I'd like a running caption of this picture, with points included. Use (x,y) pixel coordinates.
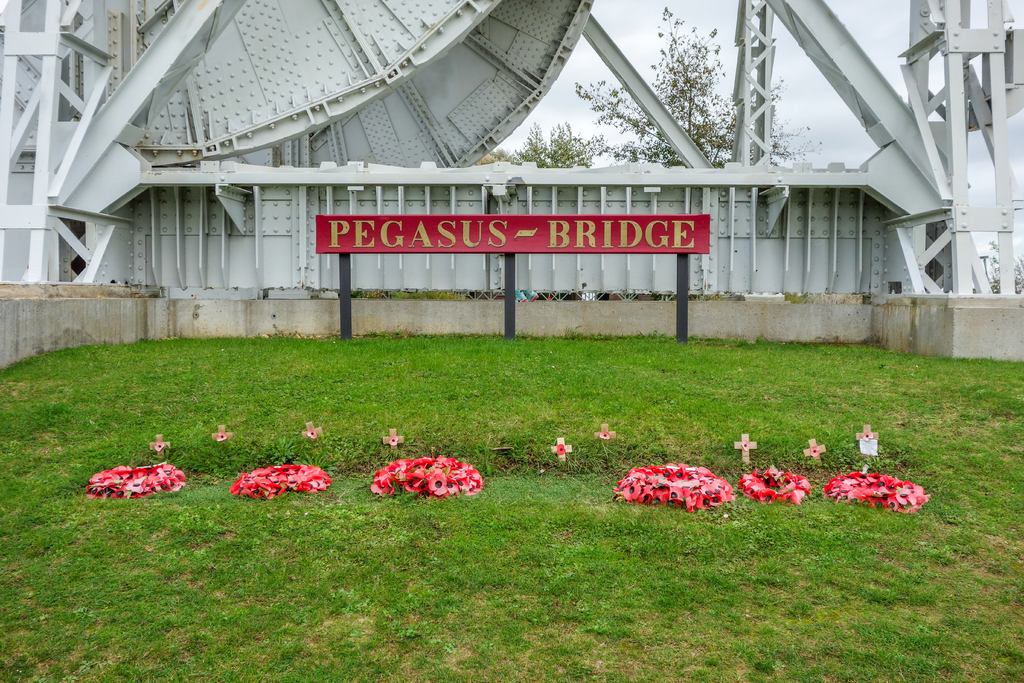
This picture is clicked outside. In the center (343,452) we can see the group of garlands (421,495) placed on the green grass (853,522). In the center (403,252) there is a red color board (521,238) on which the text (565,233) is printed. In the background (117,139) we can see the metal rods (891,116) and metal objects (485,81) and there is a sky (634,2) and some trees (533,135).
